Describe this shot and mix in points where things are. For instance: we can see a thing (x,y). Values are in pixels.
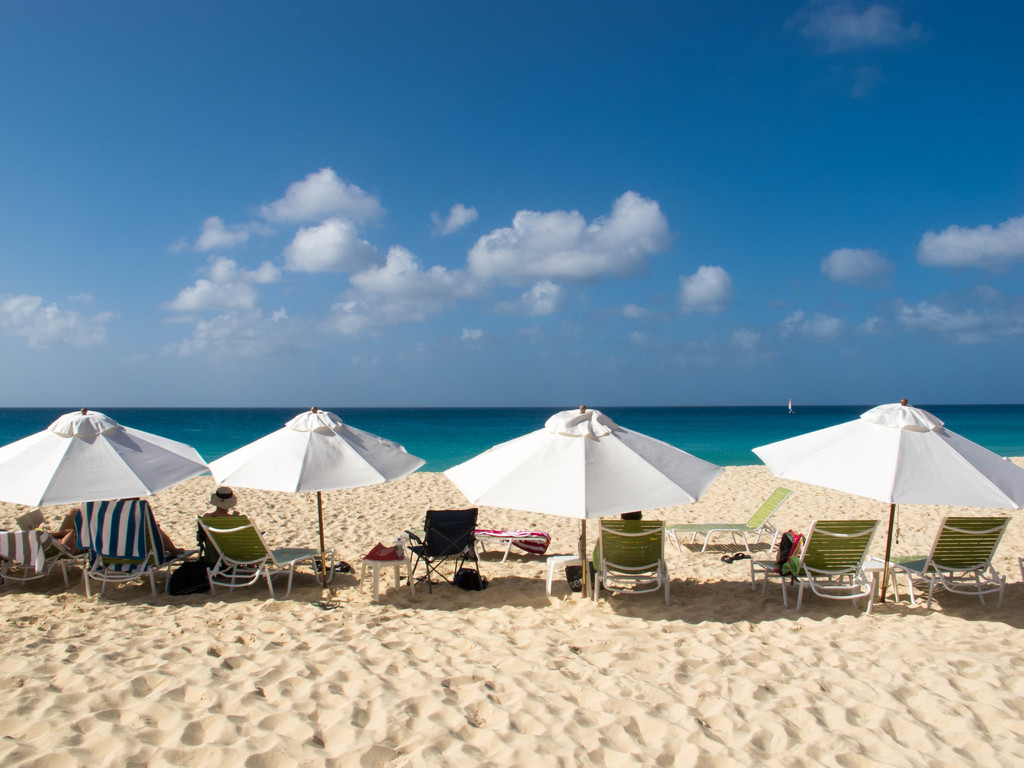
In this image, we can see a beach (657,735). There are chairs (978,546) under umbrellas (946,496). In the background of the image (571,345), there is a sky (778,92).
